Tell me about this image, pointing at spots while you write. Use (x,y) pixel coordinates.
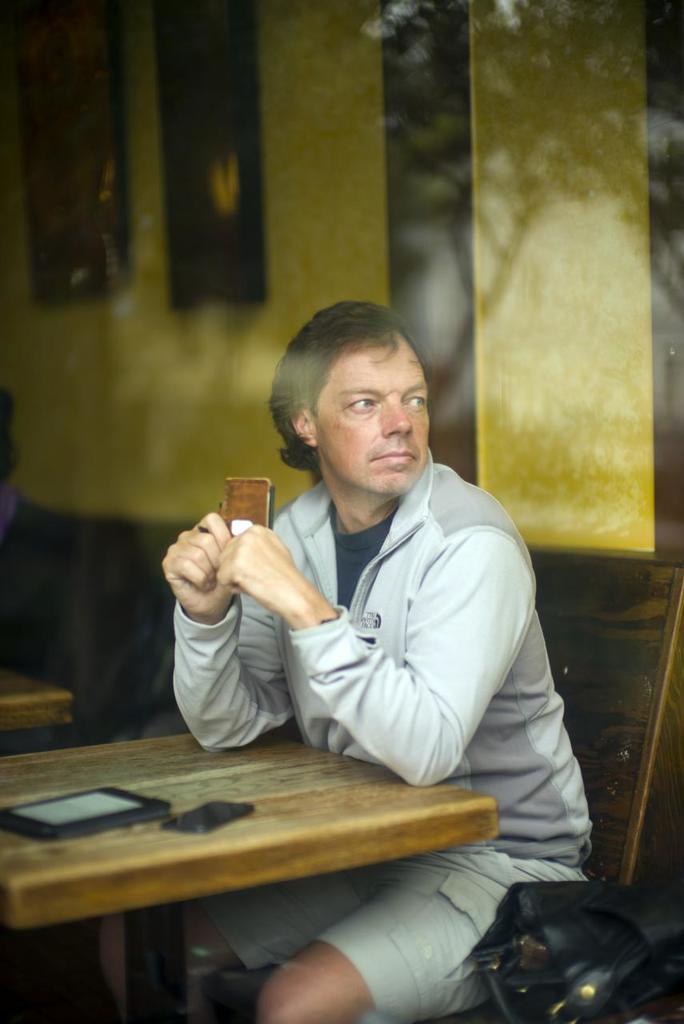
In this image I see a man (481,1005) who is sitting on a chair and there is table (14,869) in front of him and there are 2 things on it.
